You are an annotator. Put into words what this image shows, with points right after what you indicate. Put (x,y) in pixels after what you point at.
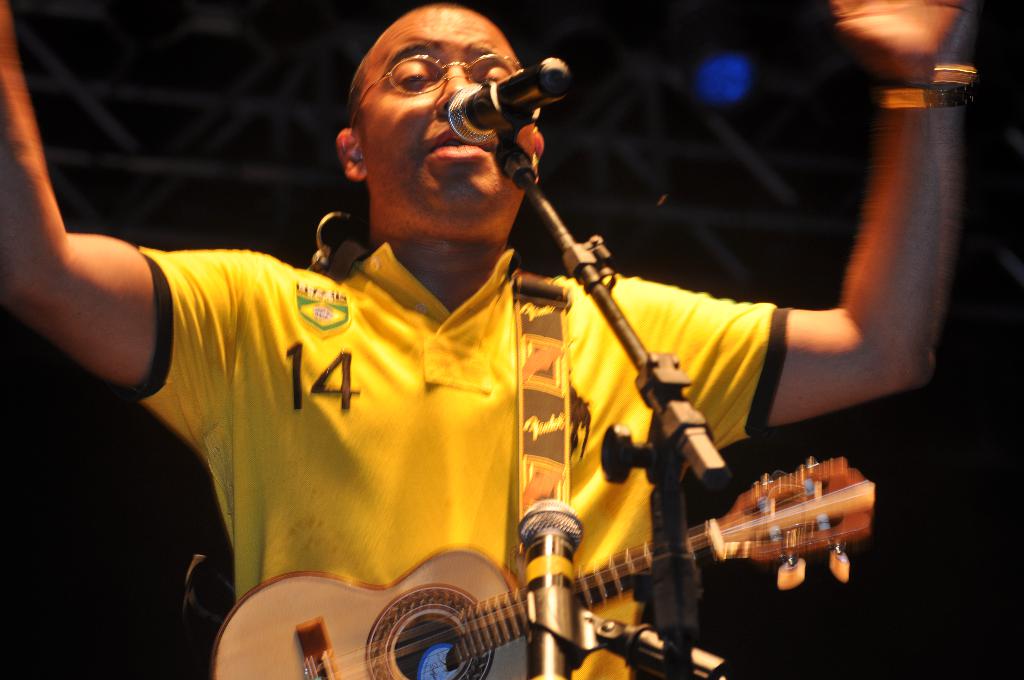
A man (391,317) is standing by holding a guitar (460,562) and he is singing in the microphone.
